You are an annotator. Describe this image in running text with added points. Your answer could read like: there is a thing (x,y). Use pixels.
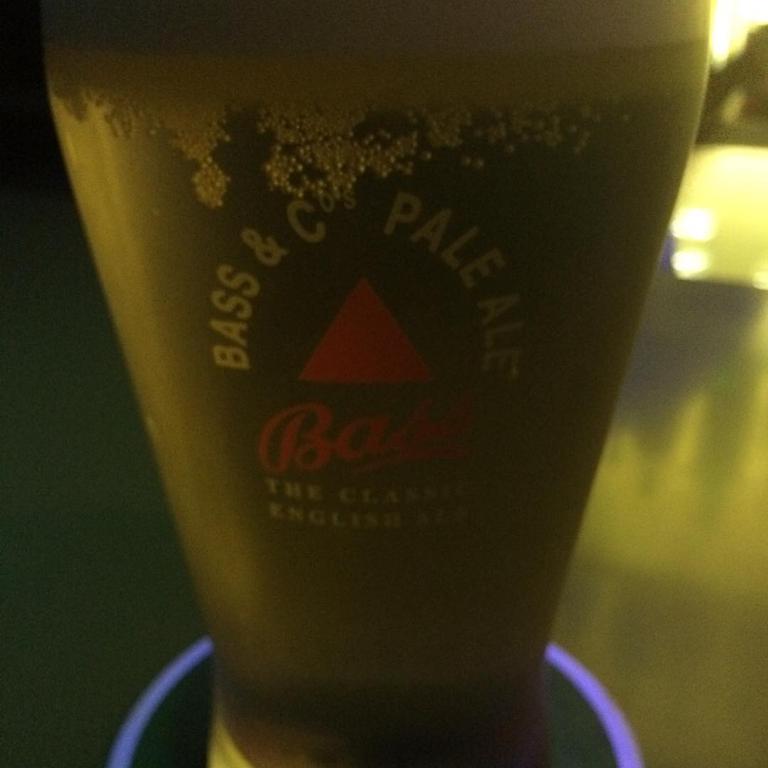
In this picture we can see a glass (515,411) with drink (569,459) in it, this glass (461,474) is placed on a platform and in the background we can see it is blurry.
